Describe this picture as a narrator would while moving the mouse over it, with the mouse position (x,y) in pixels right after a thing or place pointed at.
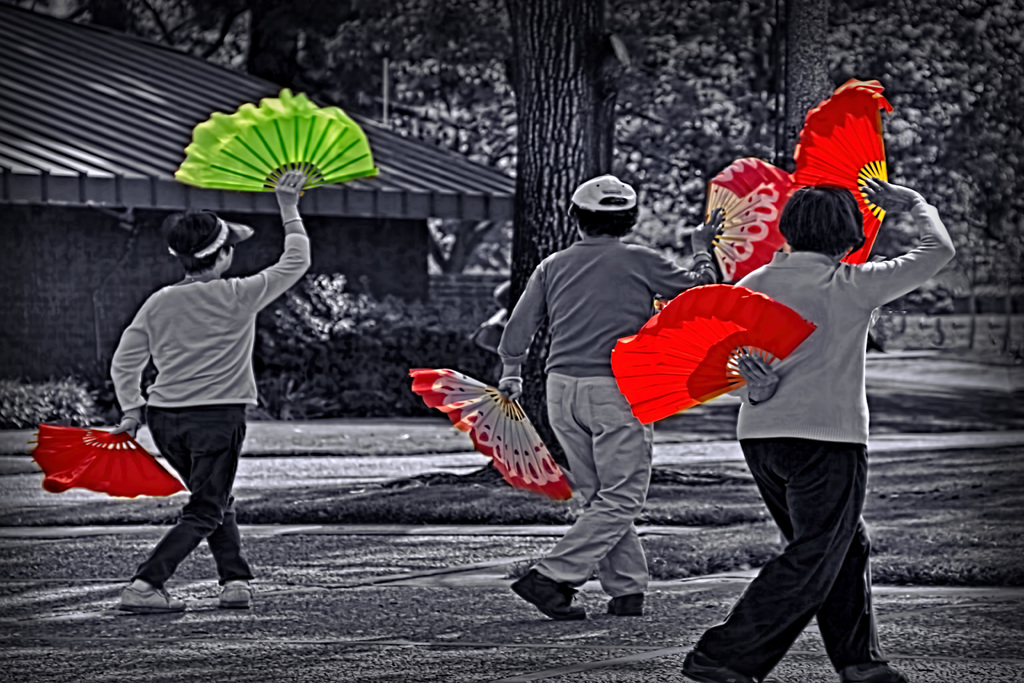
This looks like an edited image. I can see three people (817,430) holding colorful hand fans (291,144) and walking. This looks like a tree trunk (546,185). I think this is a house (65,199) with a roof (177,125). These are the trees (471,121) and bushes (338,344).
